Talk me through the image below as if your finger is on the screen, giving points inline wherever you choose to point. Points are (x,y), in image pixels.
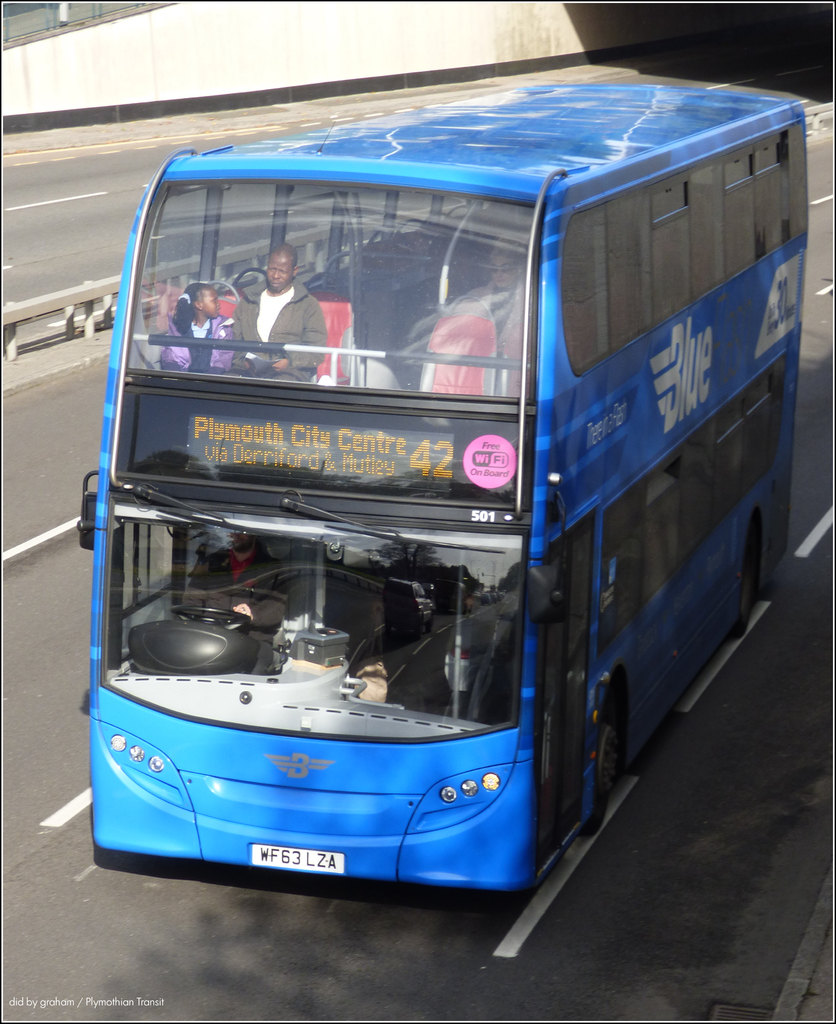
In this image we can see a blue colored double decker bus (384,617) on a road (320,937), there is an led display board (433,438) which shows some text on the bus (231,347) and we can see there are some people (283,265) inside the bus (404,267).
